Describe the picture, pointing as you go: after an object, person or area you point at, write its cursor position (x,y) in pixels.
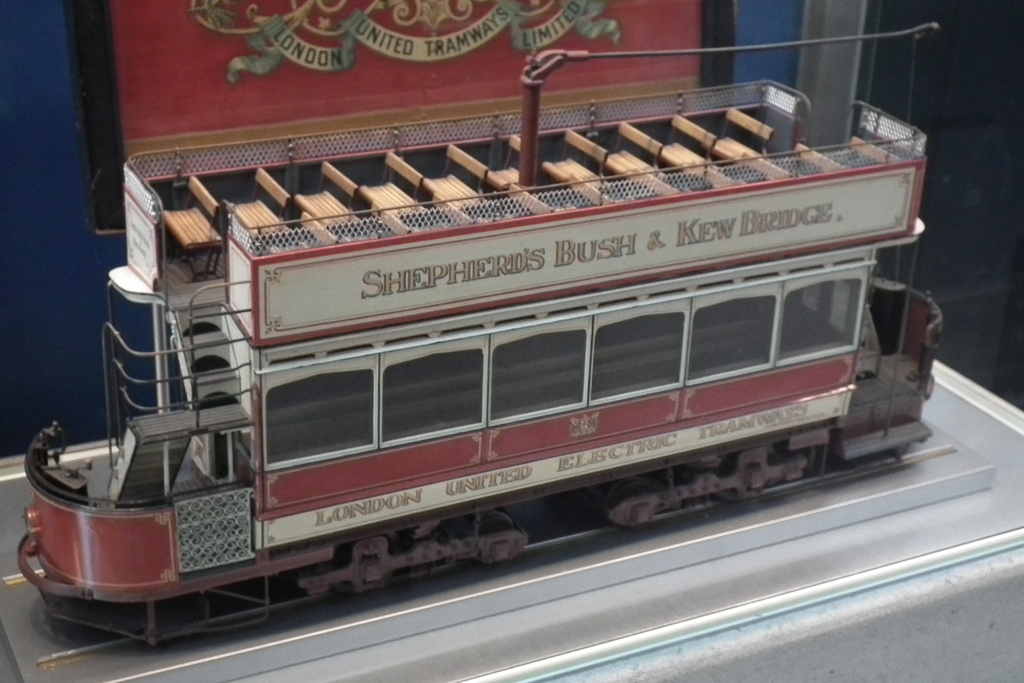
In this picture we can observe toy train (414,220) on the track (529,568). We can observe some seats (251,211) on the top of the train (496,159). The train (302,213) is in red color. In the background (313,99) we can observe a photo frame (344,80) which is in red color. We can observe blue color wall (23,186) here.
